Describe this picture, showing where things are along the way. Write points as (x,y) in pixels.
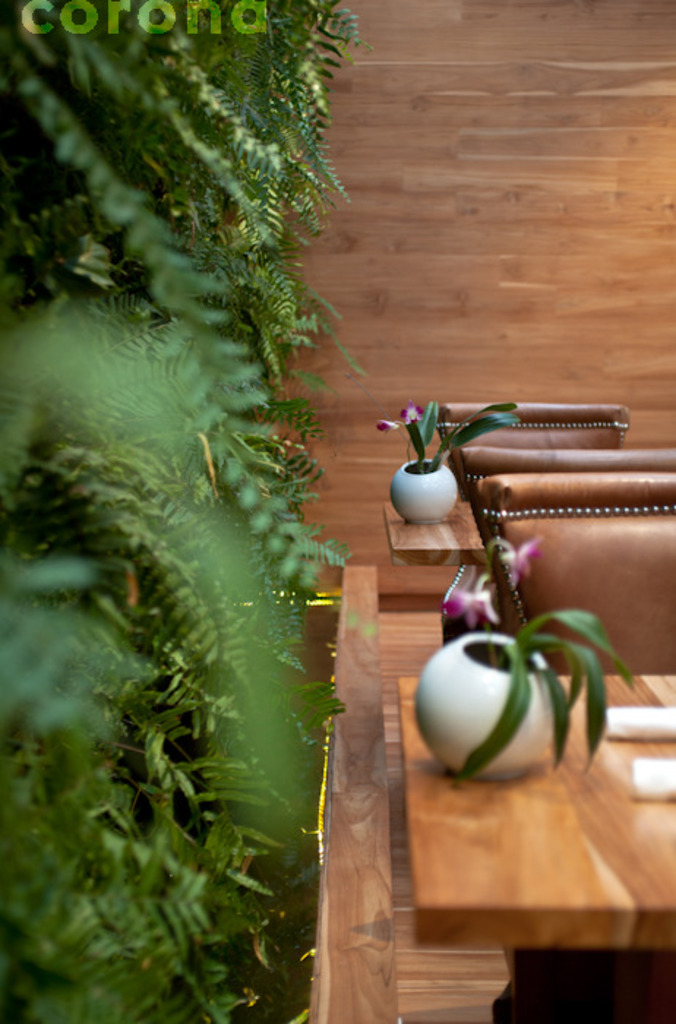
In the foreground (632,628) I can see a table (417,738), chairs (636,638) and houseplants (488,746). In the background (507,317) I can see ferns (227,330) and a wooden wall (446,263). This image is taken may be during a day.
